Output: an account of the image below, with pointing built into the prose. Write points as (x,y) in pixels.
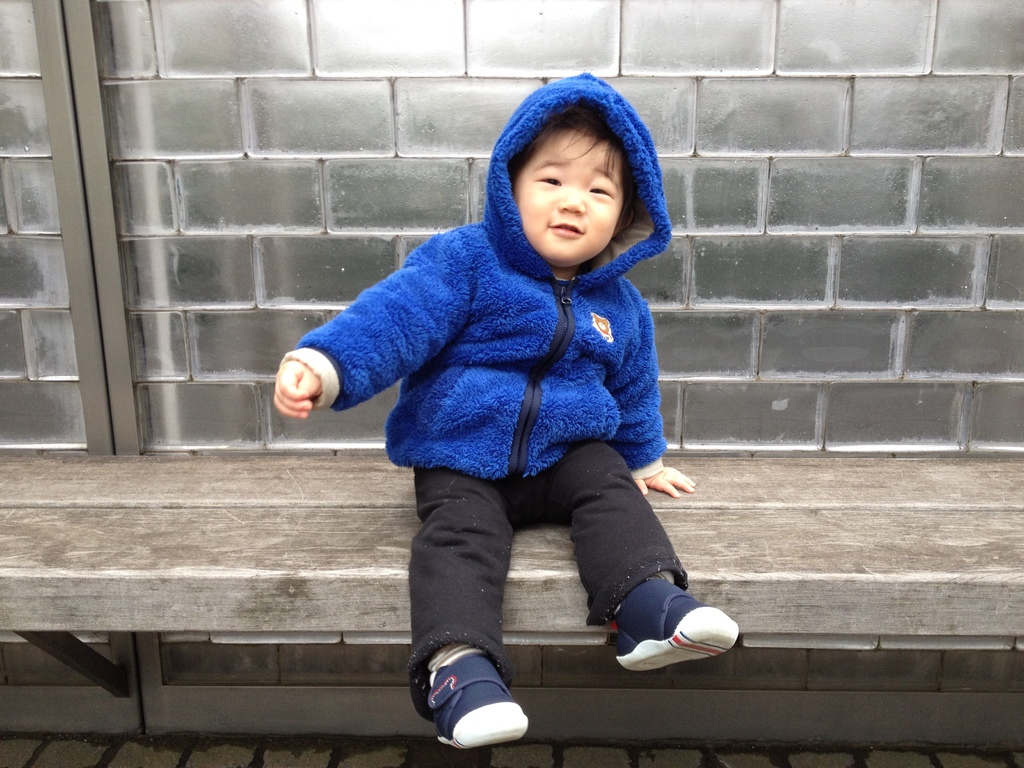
Here in this picture we can see a child (538,314) wearing a sweater (466,363) and sitting on a bench (140,468) present over there and we can see he is smiling.
